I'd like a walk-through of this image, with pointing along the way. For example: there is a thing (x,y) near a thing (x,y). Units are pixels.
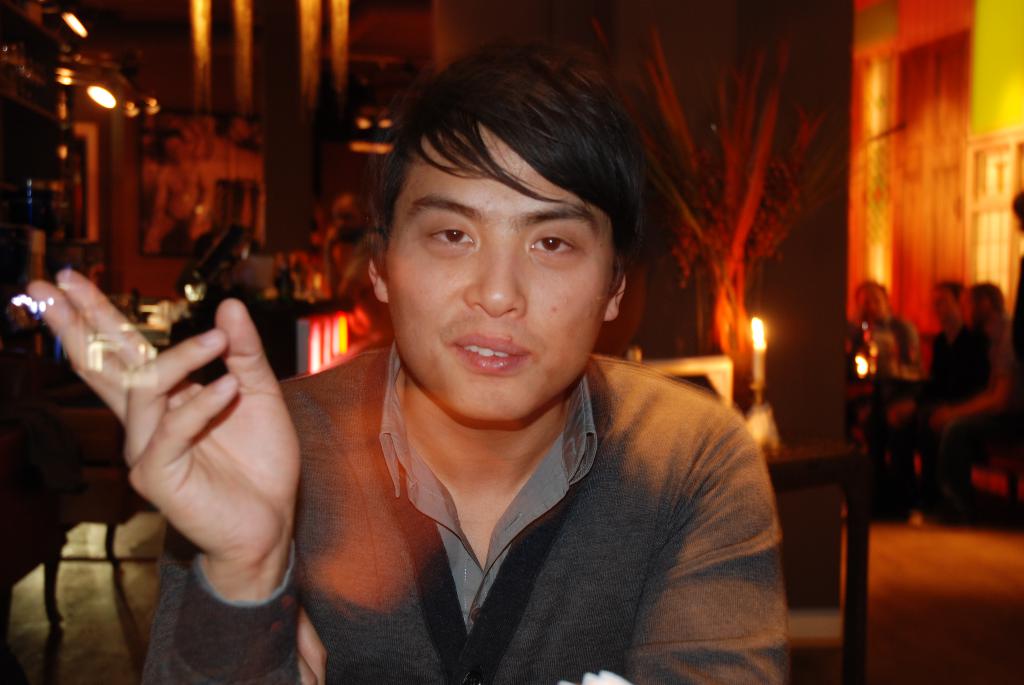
Here I can see a man (385,516) wearing jacket (634,467) and looking at the picture. On the right side (890,351) there are some people (916,351) are sitting. In the background (669,287), I can see a candle (755,354), plant (738,316) and some more objects (206,264) in the dark.
